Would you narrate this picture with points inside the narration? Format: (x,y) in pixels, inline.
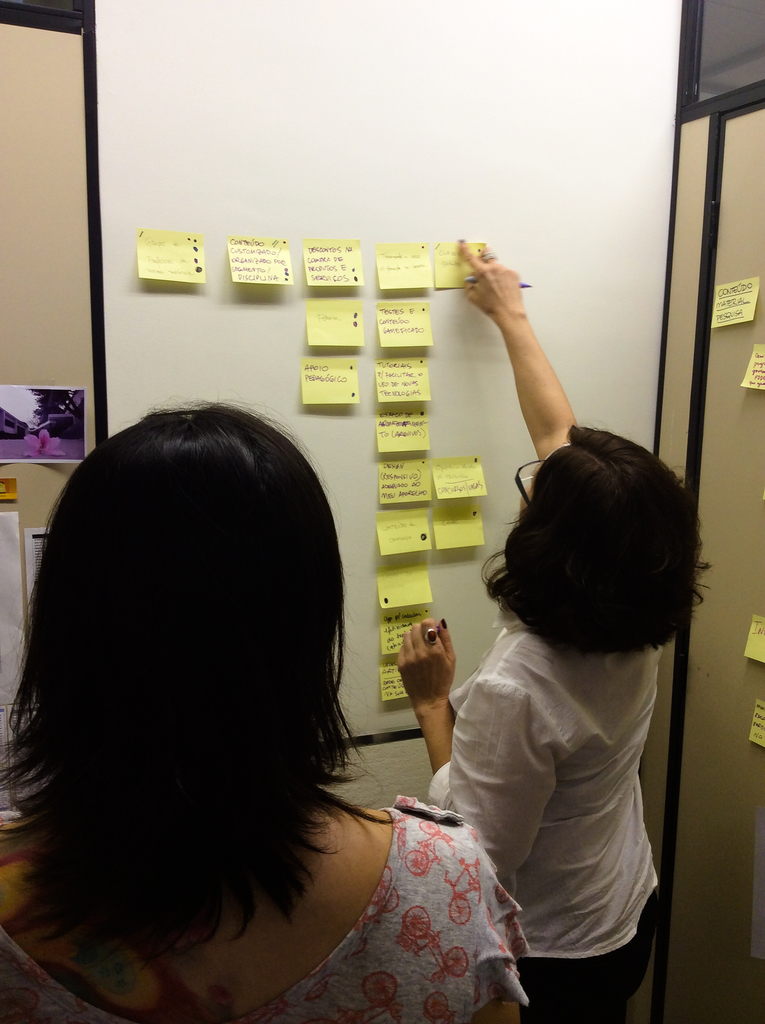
In this picture we can see a few papers (451,493) on a whiteboard (432,249). We can see a woman (531,499) holding a pen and touching these papers (420,601). A person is visible on the left side (78,871). There are few papers (5,486) and a frame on the wall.
